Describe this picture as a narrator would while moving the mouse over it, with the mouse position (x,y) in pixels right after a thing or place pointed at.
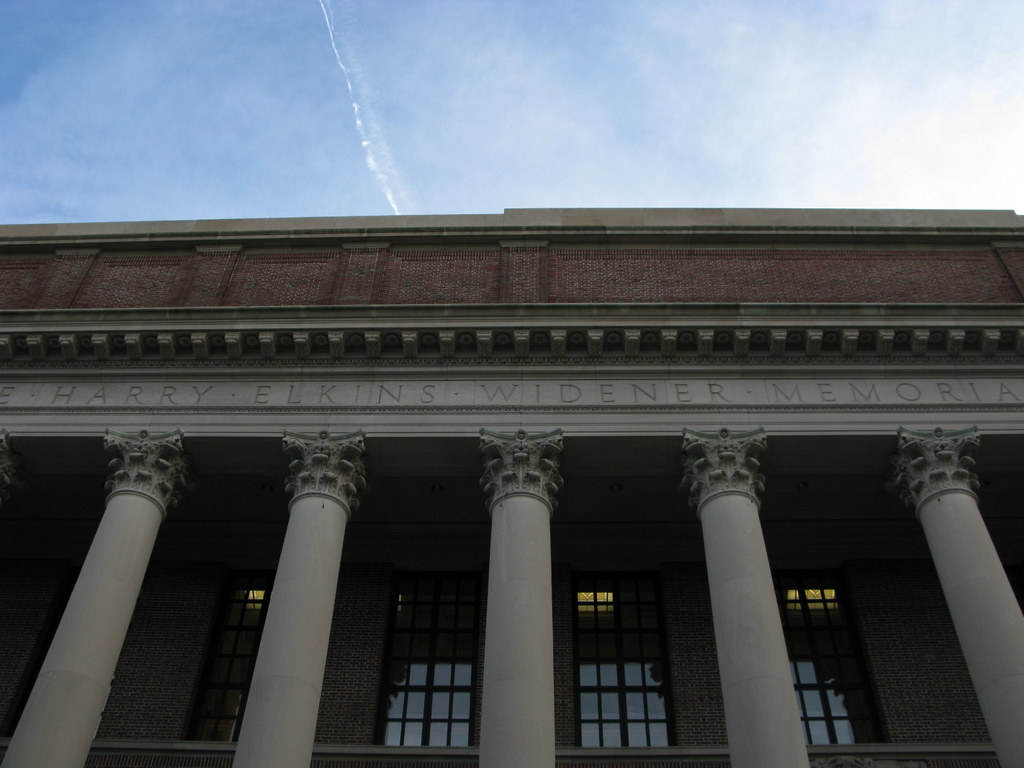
In this image I can see the windows (244,587) and pillars (308,599) to the building (479,475). I can see something is written on the building (466,390). In the background (504,85) I can see the clouds (728,41) and the blue sky (391,90).
